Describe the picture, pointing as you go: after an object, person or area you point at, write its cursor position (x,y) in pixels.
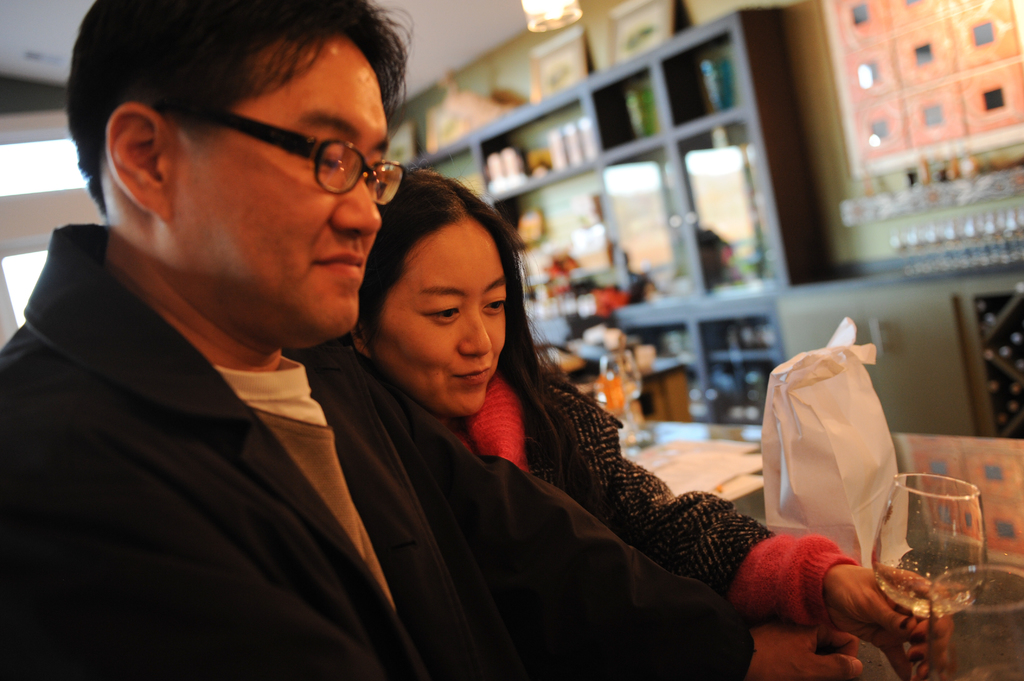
In this picture there are people (423,405) and there is a woman (680,529) holding a glass (944,480) and we can see cover (822,383). In the background of the image (573,200) it is blurry. At the top of the image (570,17) we can see light (528,6).
